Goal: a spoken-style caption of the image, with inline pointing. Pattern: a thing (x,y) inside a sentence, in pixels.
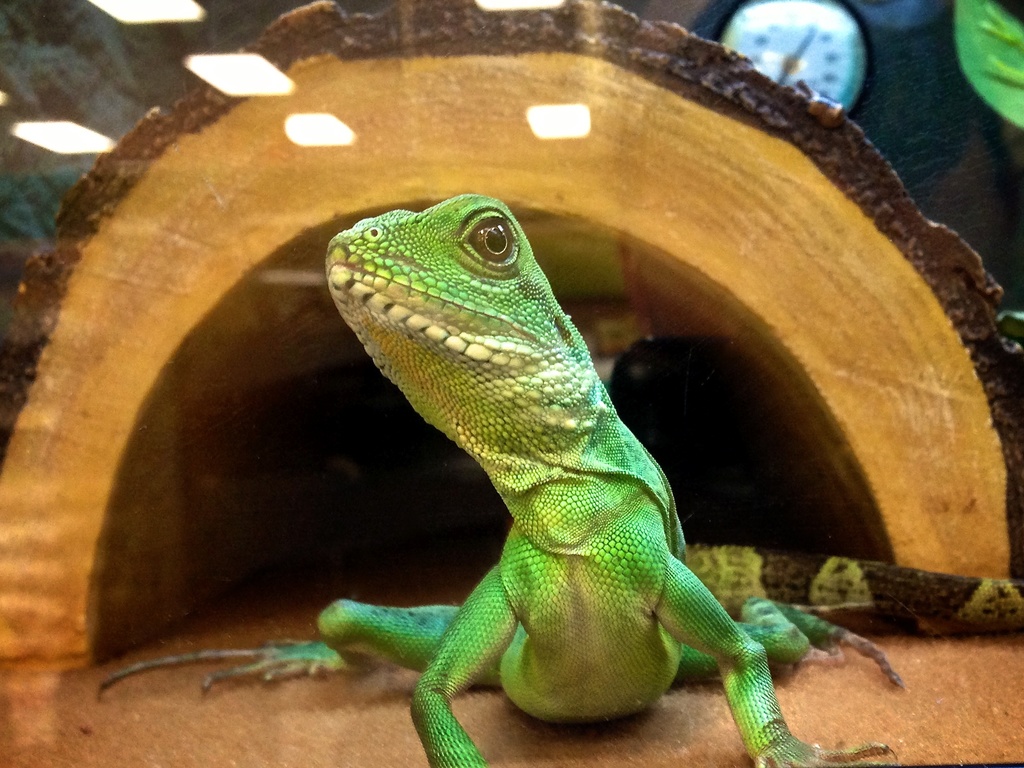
We can see reptile (366,640) and cage (655,169). In the background (870,83) we can see clock (863,88).
